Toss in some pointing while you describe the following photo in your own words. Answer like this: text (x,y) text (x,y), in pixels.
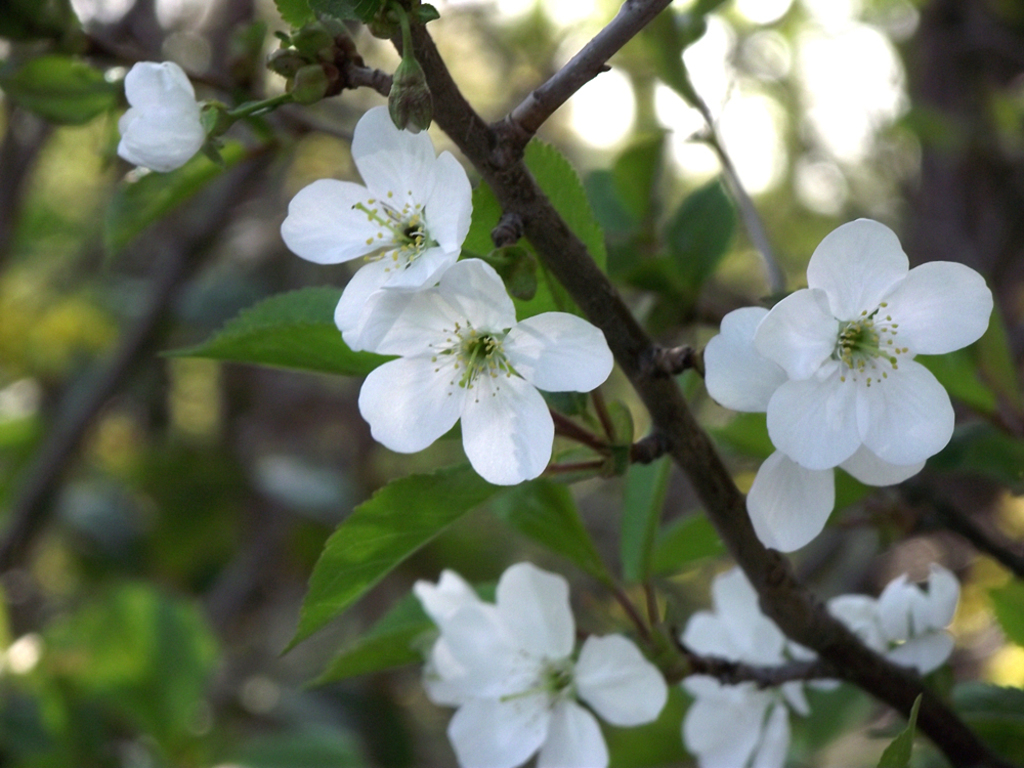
In this image, we can see white flowers (487,397), leaves (677,714) and stems (792,613). Background (99,636) there is a blur view.
